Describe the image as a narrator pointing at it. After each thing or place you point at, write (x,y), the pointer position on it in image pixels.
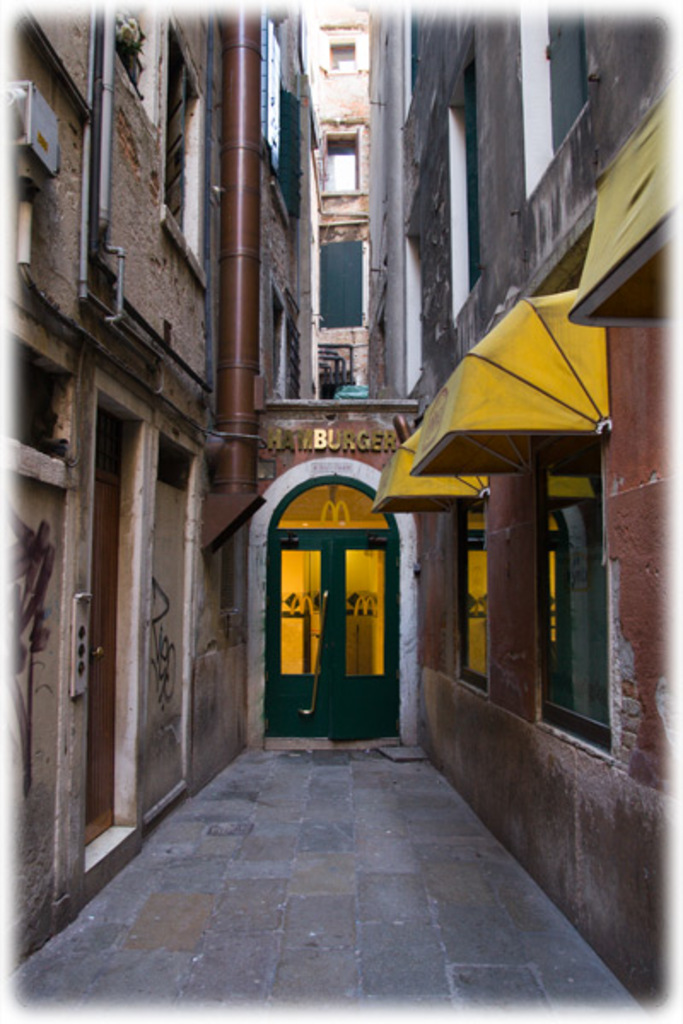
In this image there is a building (339,420), there is a door (327,584), there are windows (337,156).
